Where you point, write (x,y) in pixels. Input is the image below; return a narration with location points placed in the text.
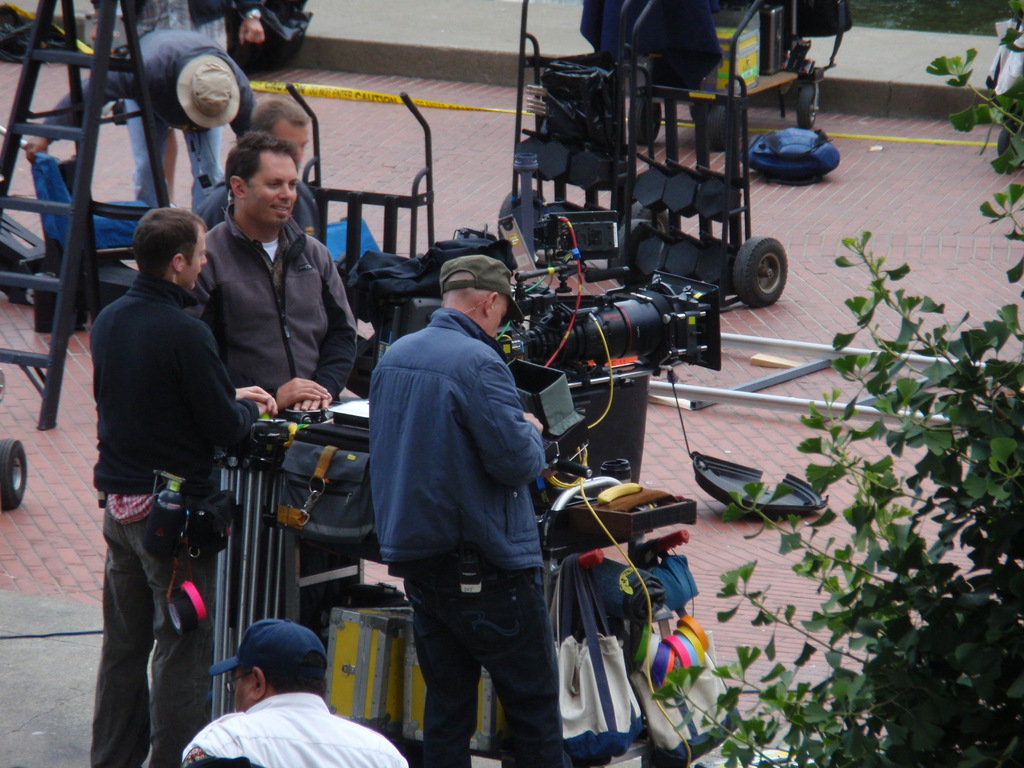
In the center of the image (413,442) there are people (241,96) and we can see a camera (616,323) placed on the stand (623,572). There are bags (625,680) and we can see some equipment (737,194). On the left (80,212) there is a ladder (78,199). On the right (956,492) there is a tree (930,597). In the background (791,106) there is a wall (540,25).
